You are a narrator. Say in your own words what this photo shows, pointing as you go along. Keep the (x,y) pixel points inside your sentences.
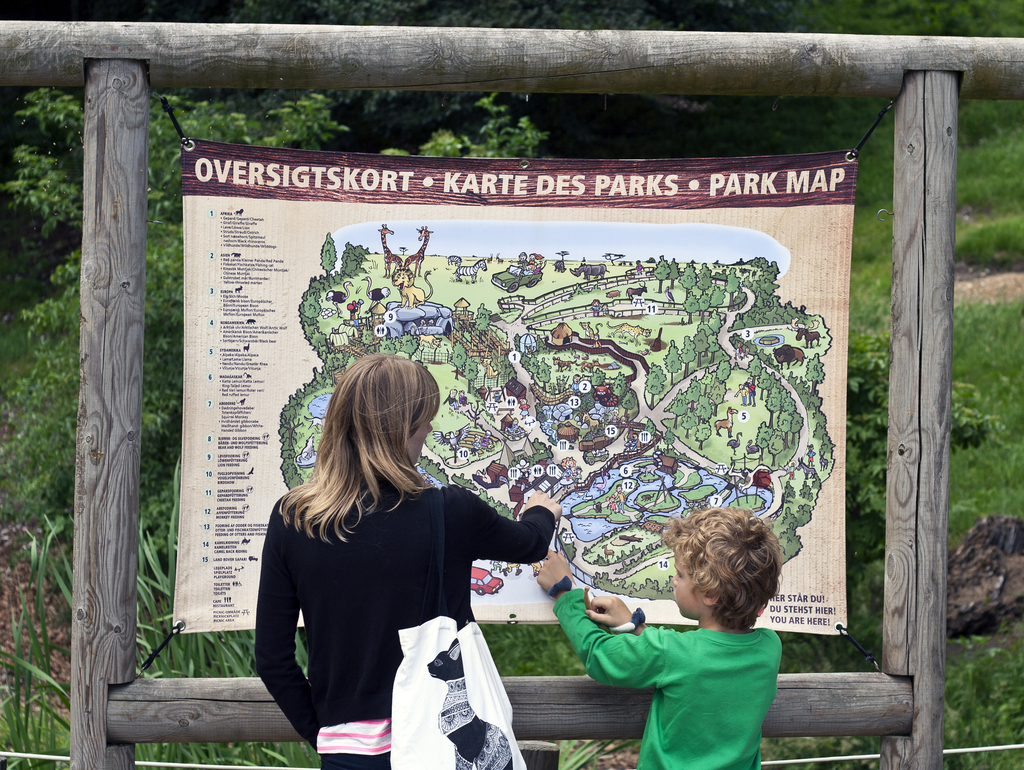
In this image I can see a woman (284,509) is pointing the finger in the map (477,462). Beside her a boy (659,657) is also pointing his hands (613,602) in that map (557,542), he wore green color t-shirt (716,696). In the middle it is a wooden frame (1019,75). Behind this there are trees (12,257).
